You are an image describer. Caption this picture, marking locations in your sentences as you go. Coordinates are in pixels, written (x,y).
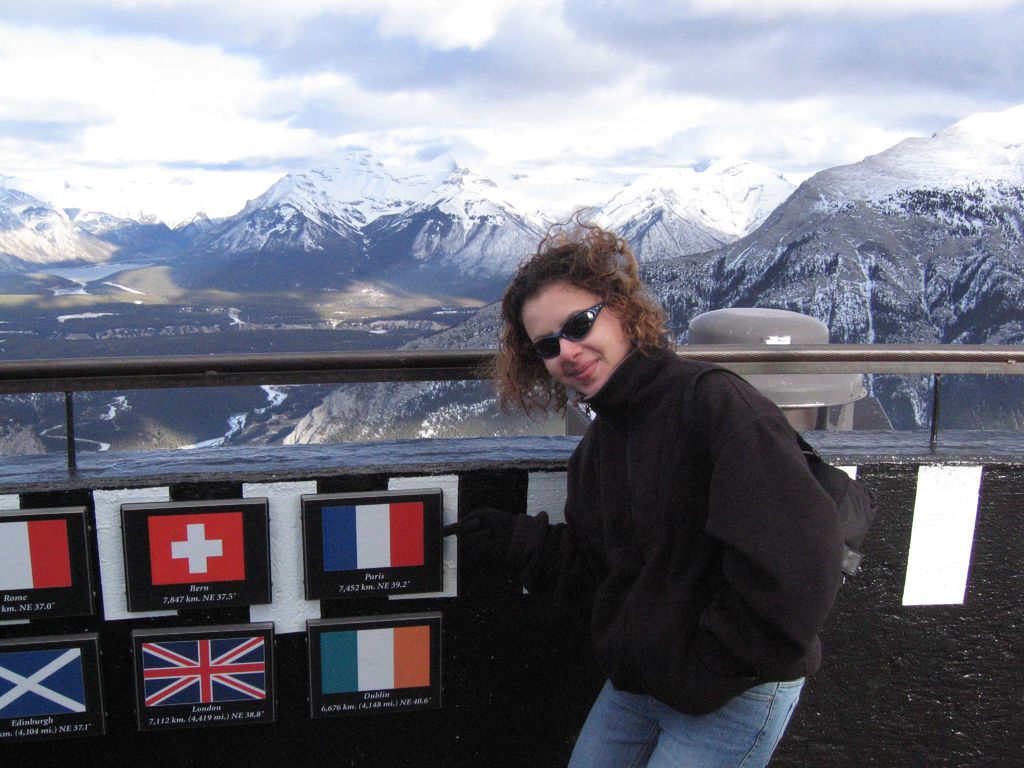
This picture is clicked outside. In the foreground (676,603) we can see a person (652,486) wearing black color dress (659,506), smiling and standing and we can see the flags (355,663) on some objects (311,539) and the text (404,699) on the objects (241,590). In the background (212,110) we can see the sky (304,62) which is full of clouds (115,90) and we can see the hills (651,223), snow (682,227) and some other objects (859,418).
